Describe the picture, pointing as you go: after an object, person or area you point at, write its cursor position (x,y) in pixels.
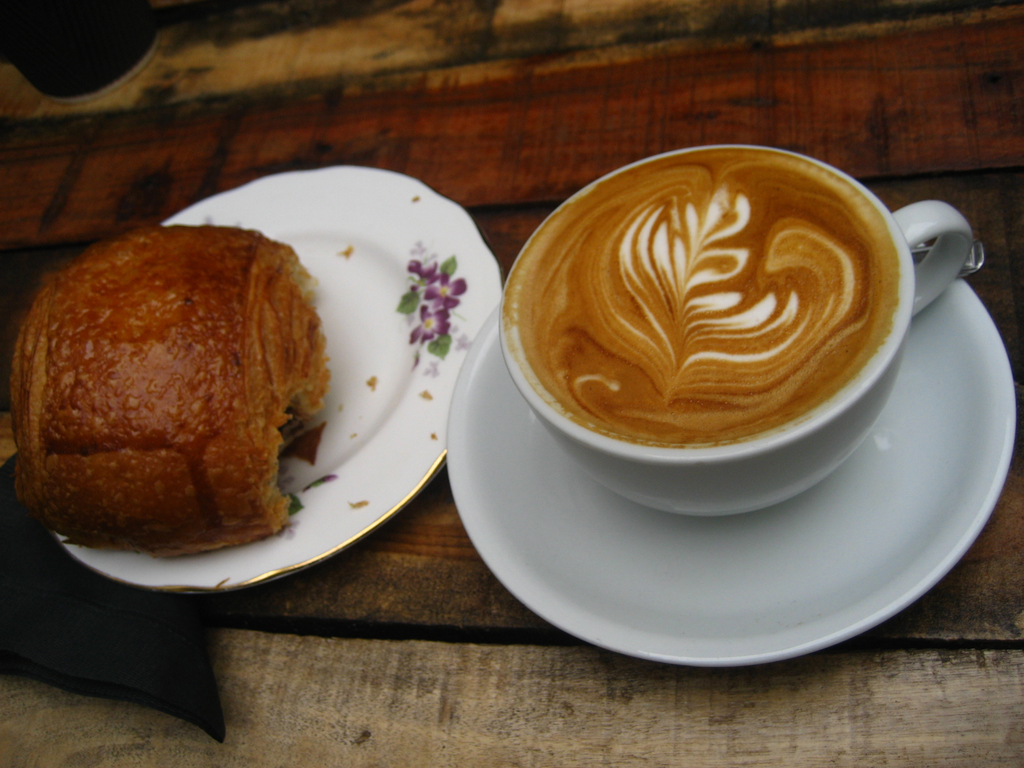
In this picture there is coffee (622,397) in the cup (758,444) and there is a saucer (745,576) and there is food (288,370) on the plate (350,470) and there is an object (6,616). At the bottom (301,705) it looks like a table (272,666).
